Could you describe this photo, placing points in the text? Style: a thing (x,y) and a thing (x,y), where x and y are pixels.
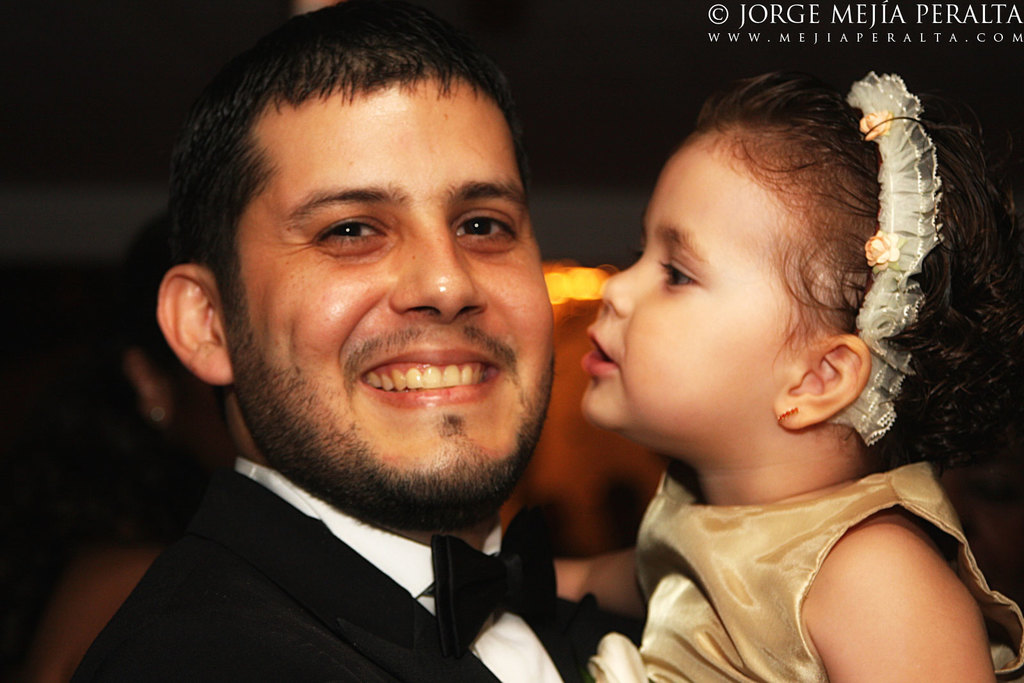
In this image, we can see a man (175,335) standing and he is wearing a black color coat (261,618), he is smiling, the man (541,660) is holding a girl (929,153).
